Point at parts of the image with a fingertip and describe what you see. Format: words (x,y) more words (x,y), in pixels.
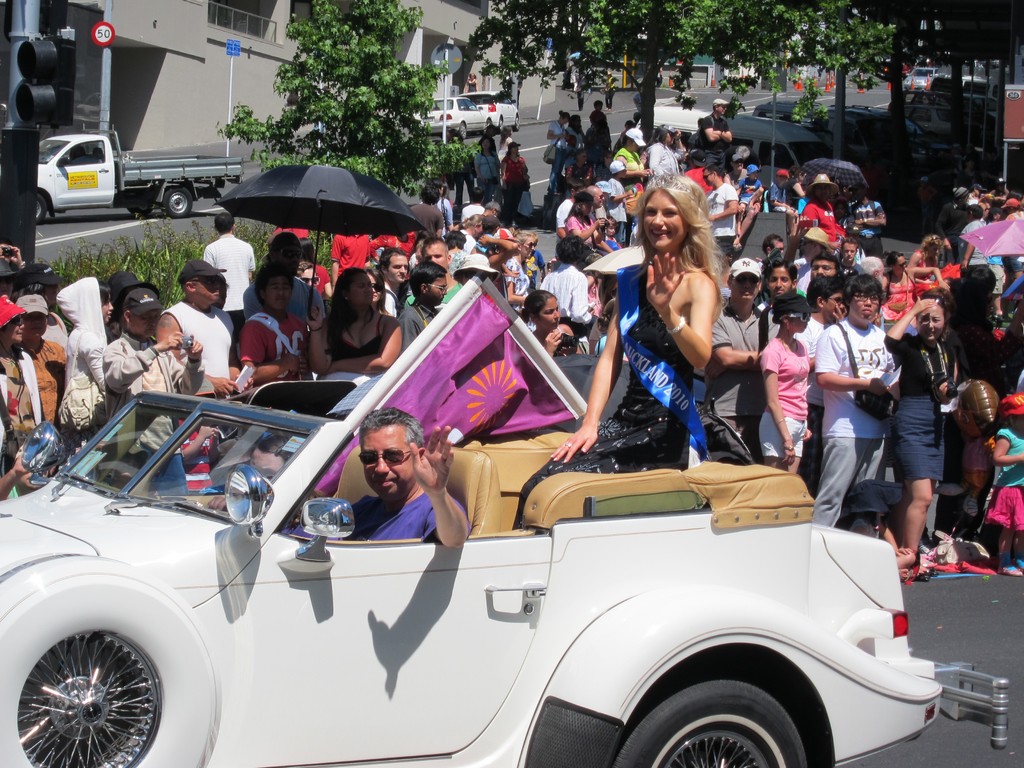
In this picture we can see group of people (577,215) standing. In front of these people (594,239) we can see vehicle (474,619). Inside the vehicle (310,472) there are three persons (411,466). In this background (262,38) we can see wall (442,24), some vehicles (457,107) on the road (529,129). There are few trees (374,98). There is a pole (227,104). This person (293,278) holding umbrella (318,180).
